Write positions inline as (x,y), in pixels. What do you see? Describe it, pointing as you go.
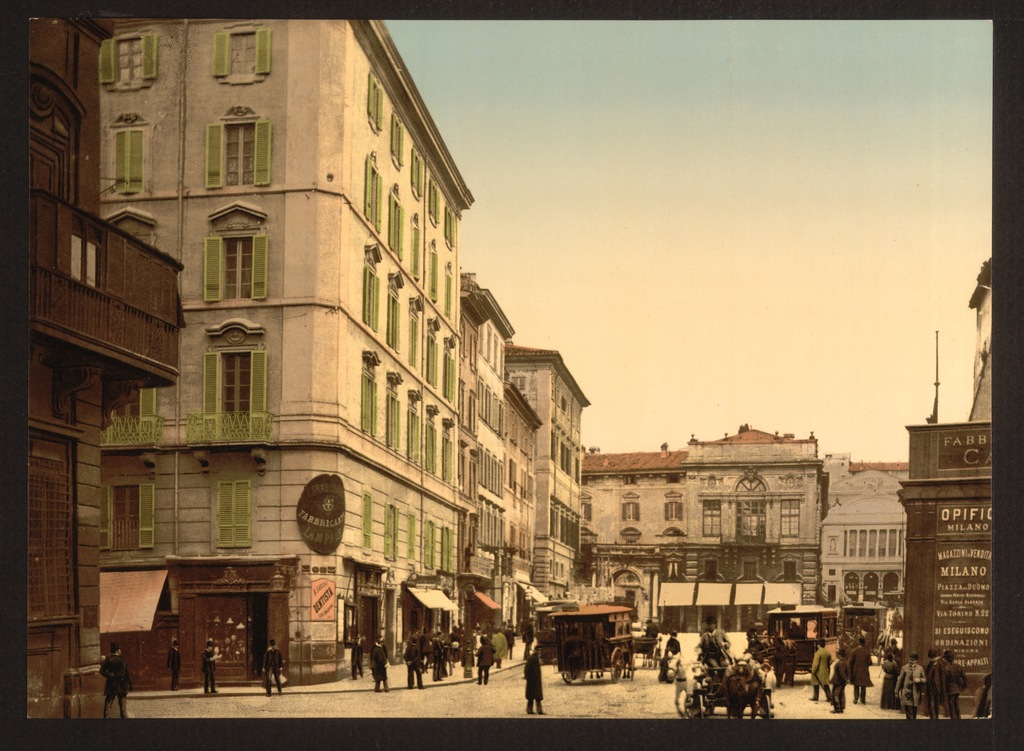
In this image, we can see some buildings (565,418). There are some persons (859,666) and carts (616,640) at the bottom of the image (810,622). There is an advertisement board (954,602) in the bottom right of the image (952,579). In the background of the image (787,133), there is a sky (577,73).
